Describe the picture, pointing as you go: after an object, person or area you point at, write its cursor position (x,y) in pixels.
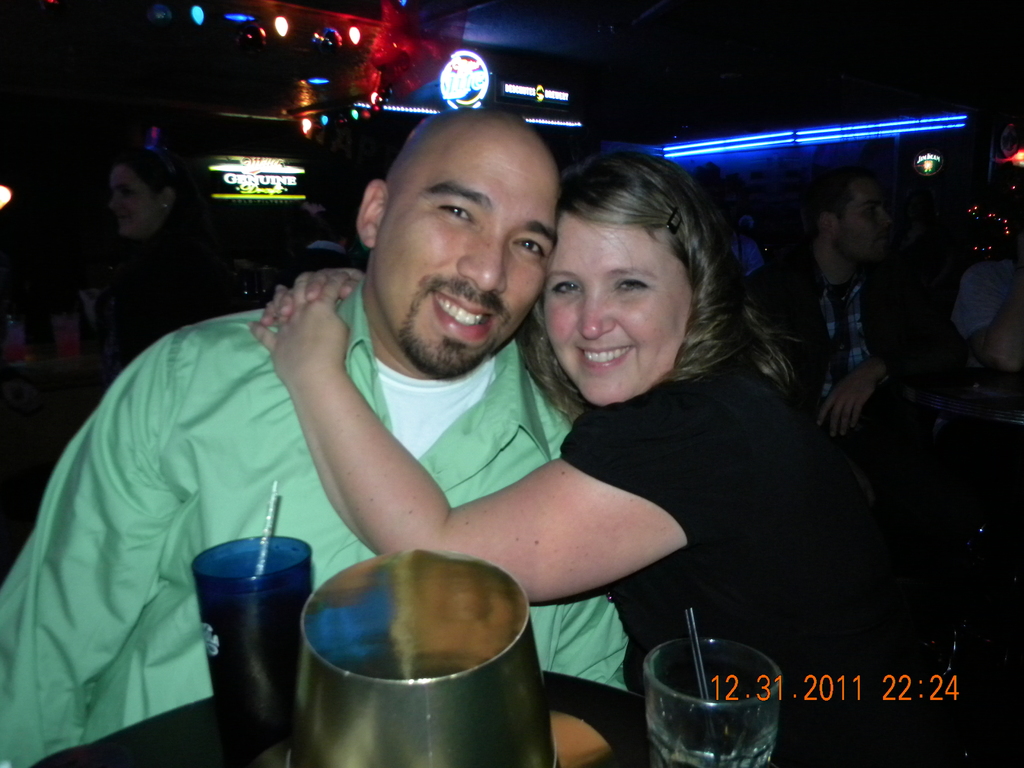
This picture shows few people (815,268) seated and we see a woman (571,424) holding a man (435,411) and we see couple of glasses (286,645) with straws (273,513) and a jug (477,686) on the table (138,760) and we see lights (244,173) and we see date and time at the bottom corner of the picture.
